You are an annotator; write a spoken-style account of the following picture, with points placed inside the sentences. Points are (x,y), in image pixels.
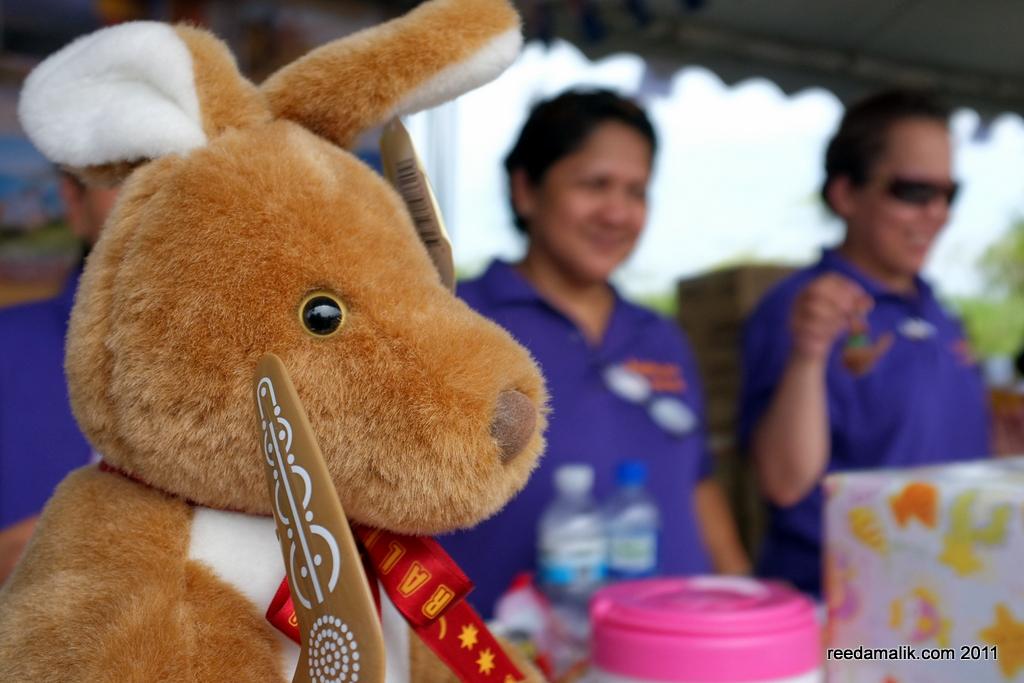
This picture is clicked outside. On the left (267,198) we can see a soft toy (364,383). On the right (911,315) we can see the group of persons (833,303) wearing blue color t-shirts (568,453) and standing and there are some items (1010,588) seems to be placed on the top of the table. In the background (747,96) there is a sky (722,253). At the bottom right corner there is a text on the image.
